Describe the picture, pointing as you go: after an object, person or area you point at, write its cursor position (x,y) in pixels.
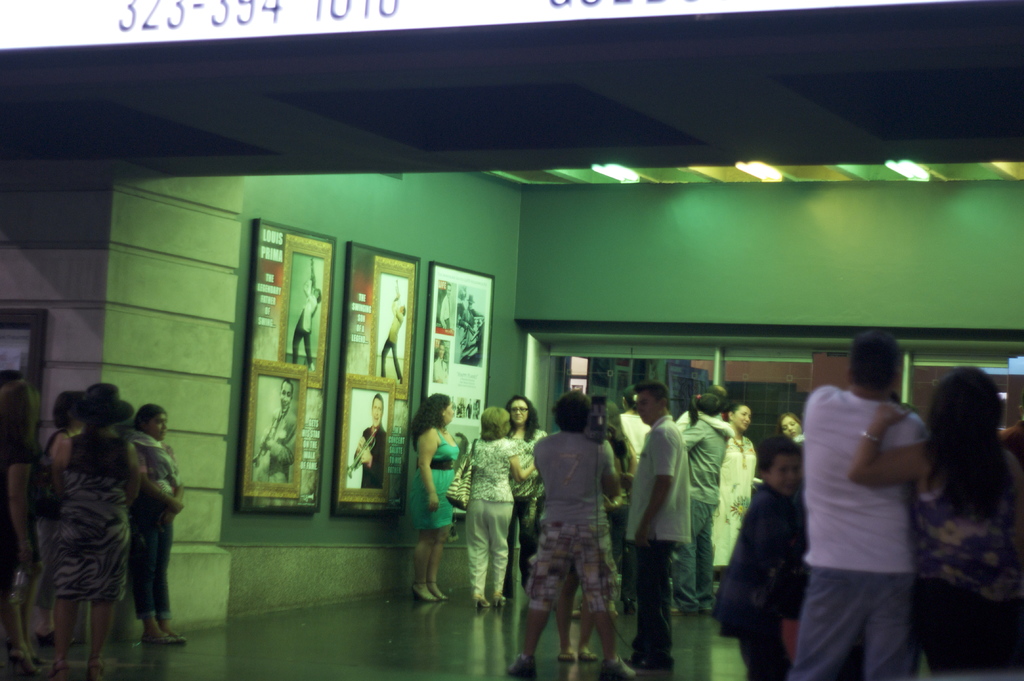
In this picture there are people (846,529) and we can see floor (261,633), boards (257,318) on the wall (456,224) and lights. At the top of the image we can see numbers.
